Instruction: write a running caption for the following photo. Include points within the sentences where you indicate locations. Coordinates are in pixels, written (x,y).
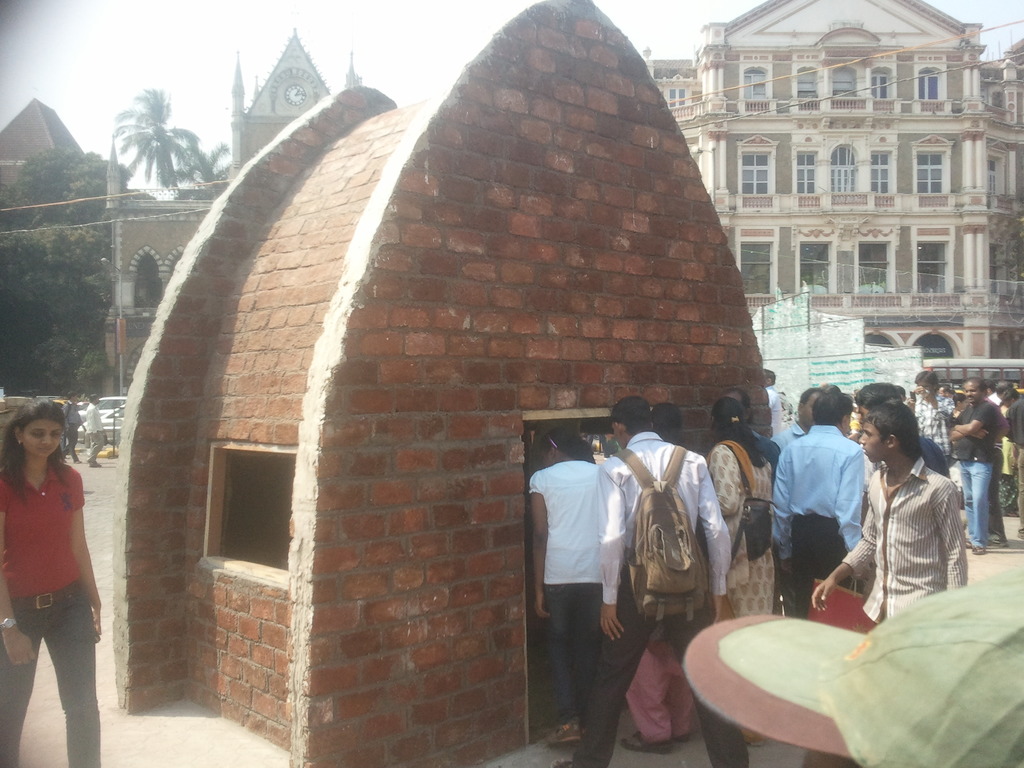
In this picture we can see some people (795,503) standing here, in the middle (498,417) there is a brick wall (488,404), we can see a building (822,230) in the background (902,172), on the left side (93,330) there are trees (63,242), there is the sky (140,64) at the top of the picture (136,28), we can see a clock (299,95) here, this man (612,576) is carrying a backpack (652,568).
